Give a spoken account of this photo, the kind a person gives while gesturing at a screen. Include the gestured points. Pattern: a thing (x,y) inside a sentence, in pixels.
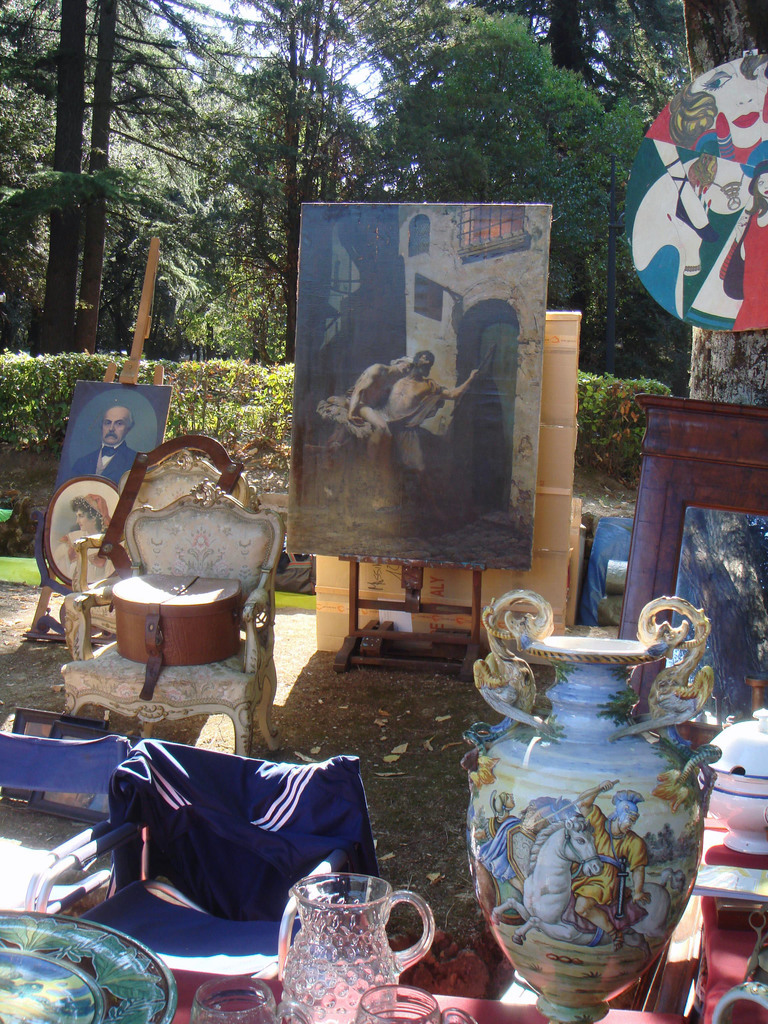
At the bottom of the image (328,966) there is table (533,1016) with glasses (214,992), jar (294,944), plate (5,921) and flower vase (610,940) on it. There is a chair (55,861). In the background of the image (343,497) there are paintings (314,433) on the board (485,423). There is a chair (193,514) with some object (155,656) on it. In the background of the image (370,153) there are trees (43,60) and plants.
